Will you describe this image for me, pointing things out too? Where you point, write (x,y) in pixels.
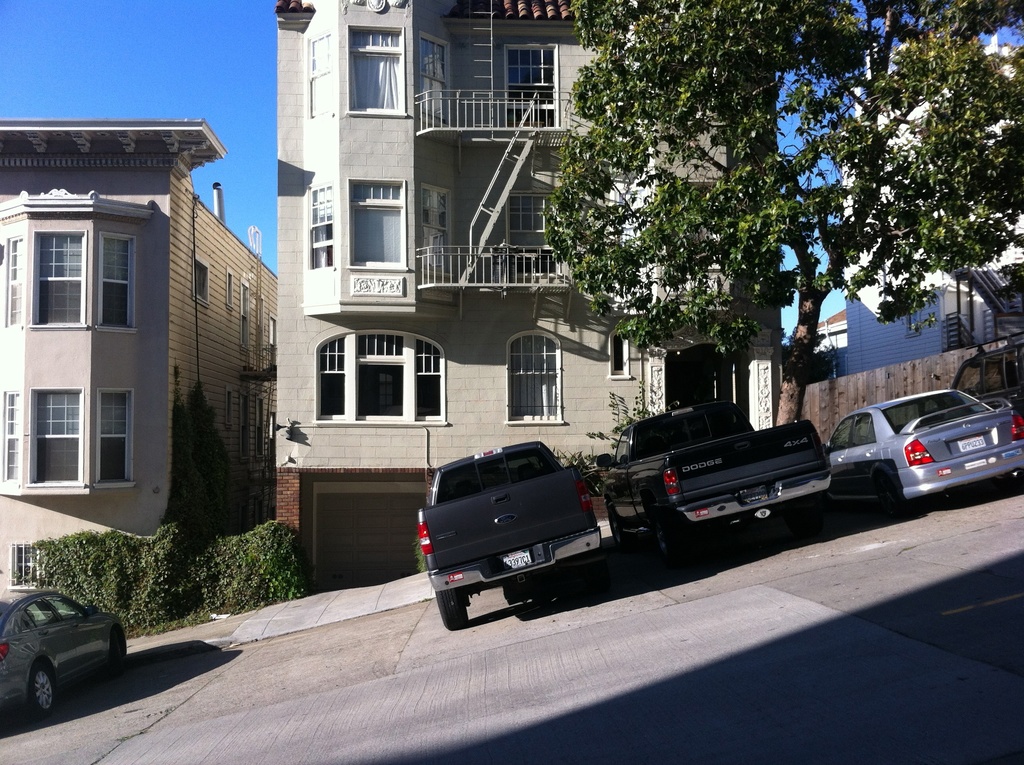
In the image there is a slope (759,545) and on the slope (845,502) there are some vehicles (812,484), behind the vehicles (509,453) there are buildings (155,368) and in front of the buildings (146,385) there are plants (120,552) and a tree (813,351).
